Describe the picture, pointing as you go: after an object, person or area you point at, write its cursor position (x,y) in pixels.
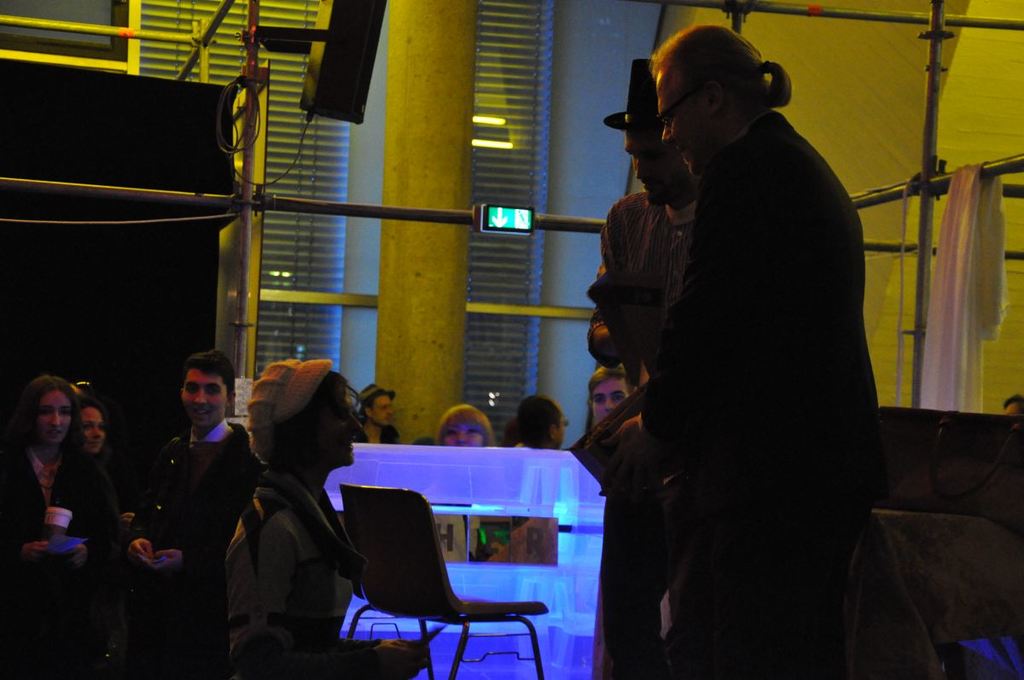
In this picture there is a man (699,506) standing, another man (652,601) also standing with black color hat (639,124) and there is another woman (264,658) who is standing at the bottom (379,639) and next to it there is a chair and at the back ground (202,653) there are some people (5,487) standing and smiling and there is a pillar (402,3), and some poles (246,194) in which a small screen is attached to it, a speaker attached to the pole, a cable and a black color cloth (67,97) and white color cloth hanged to the pole (892,201).
